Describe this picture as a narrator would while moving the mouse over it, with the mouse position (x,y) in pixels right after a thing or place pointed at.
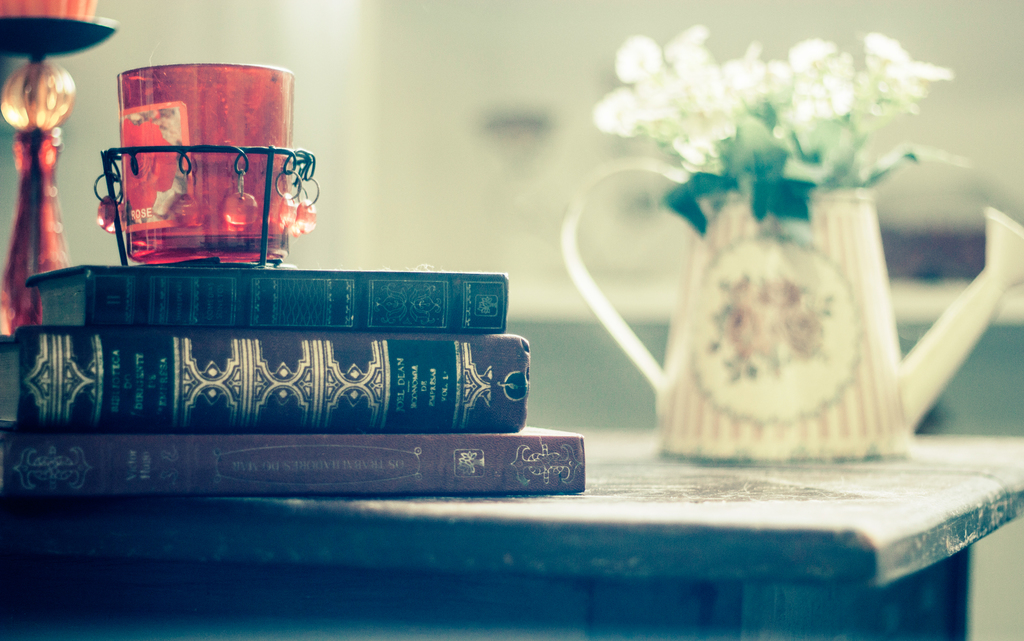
In this picture we can see a decorative glass (180,206), diaries (232,320), candle stand (45,179) and a flower vase (720,355) on the table (652,537).
